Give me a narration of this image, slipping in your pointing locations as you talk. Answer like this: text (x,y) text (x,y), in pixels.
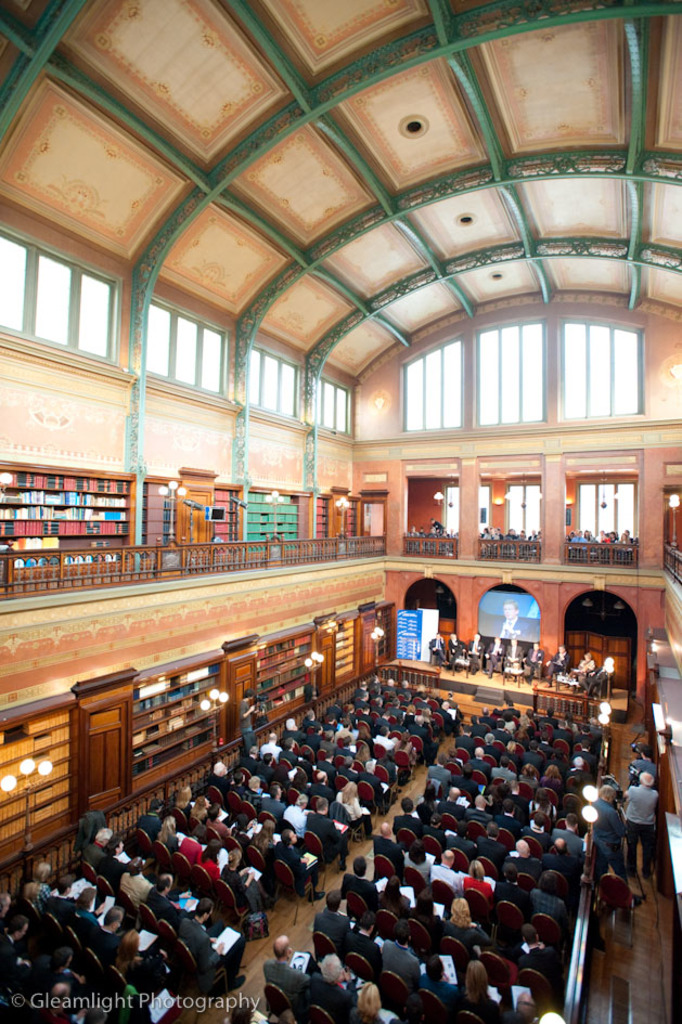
This is the inside view of a building (674,954) and there are people (414,733) sitting on the chairs (536,982). Here we can see racks (327,532), books (32,726), screen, and lights (23,764).
